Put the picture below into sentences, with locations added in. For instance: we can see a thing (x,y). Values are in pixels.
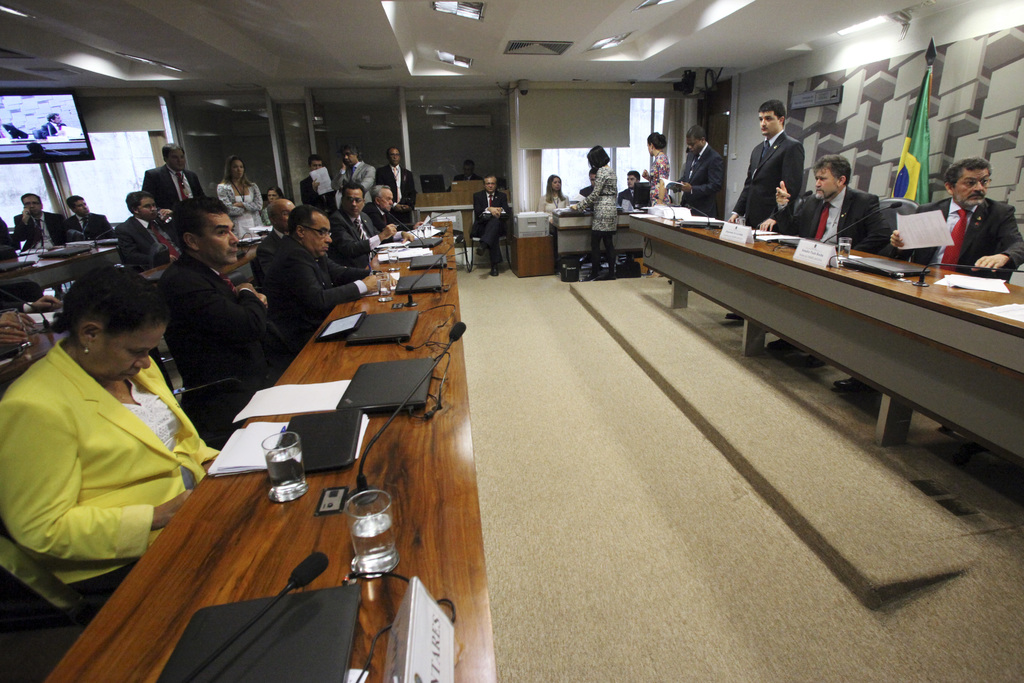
In this image, In the left side (212,549) there is a table (410,549) in brown color and on that table (257,572) there are some laptops (295,637) in black color and there are some glasses (279,495) on the table (382,605), There are some people (151,422) sitting on the chairs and in the middle (652,435) there is a floor (715,569) in gray color and in the right side (777,203) there are some people (826,228) sitting on the chairs (885,202) around the table (764,277), In the top (485,60) there is a white color roof (531,35) and there are some lights (477,8) on the roof (497,11).
